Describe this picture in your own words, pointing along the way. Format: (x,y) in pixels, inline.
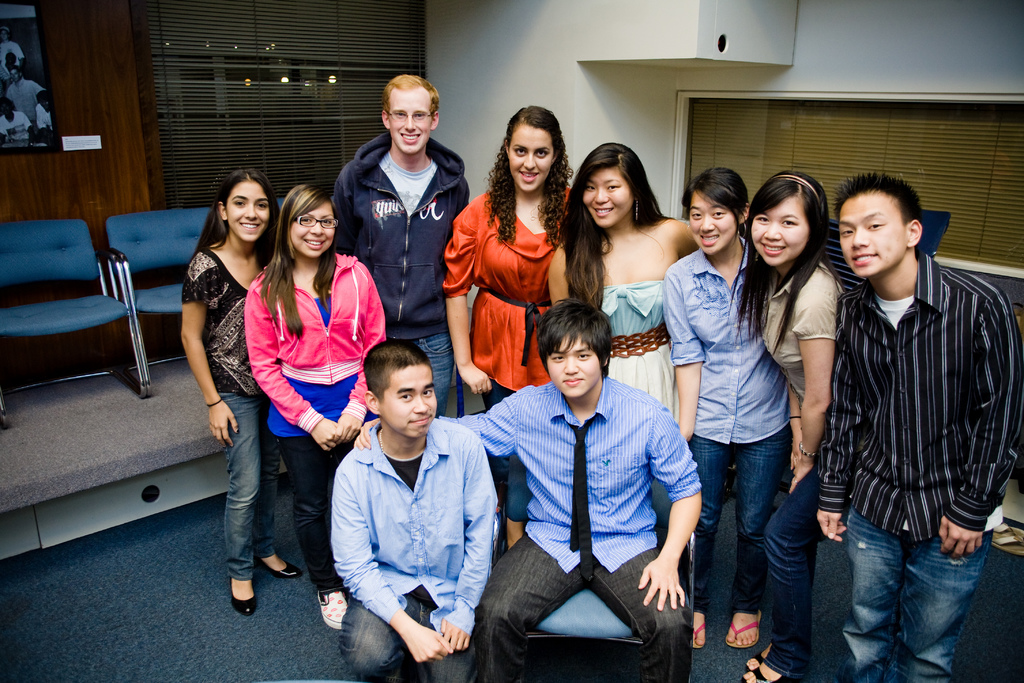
In this image I can see number of people (495,305) and I can see all of them are smiling. On the left side of this image (100,264) I can see few blue colored chairs (135,306) and a photo frame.
